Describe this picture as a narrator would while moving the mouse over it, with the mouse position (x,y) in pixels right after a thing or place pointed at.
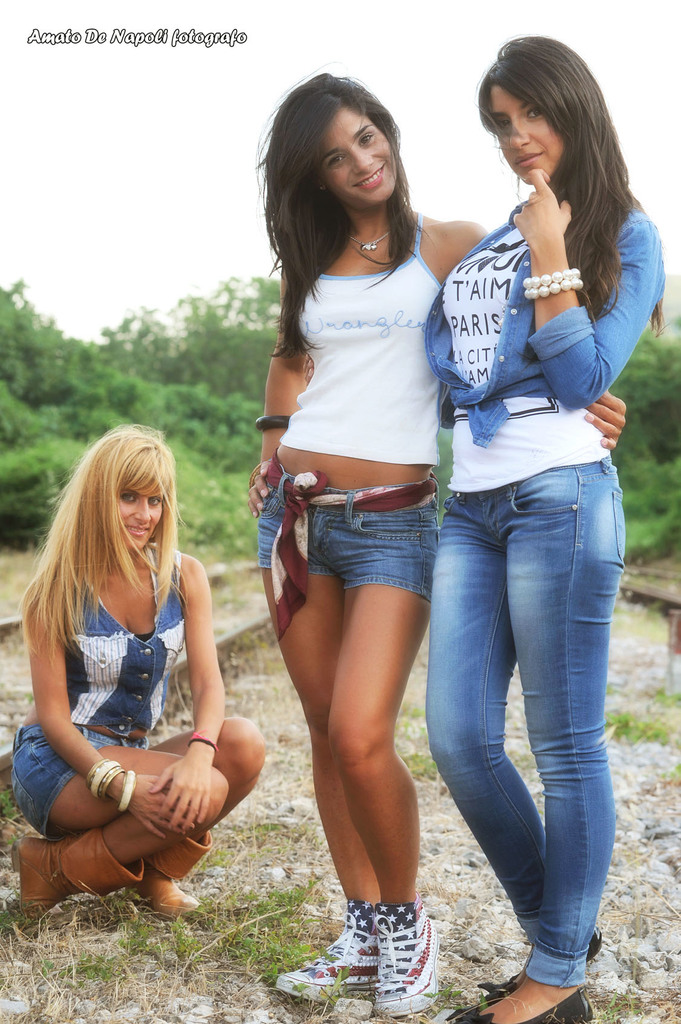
Here we can see three women (536,456) and they are smiling. She is in a squat position and they are standing on the ground (495,943). In the background (223,490) we can see trees (241,322) and sky (171,232).
